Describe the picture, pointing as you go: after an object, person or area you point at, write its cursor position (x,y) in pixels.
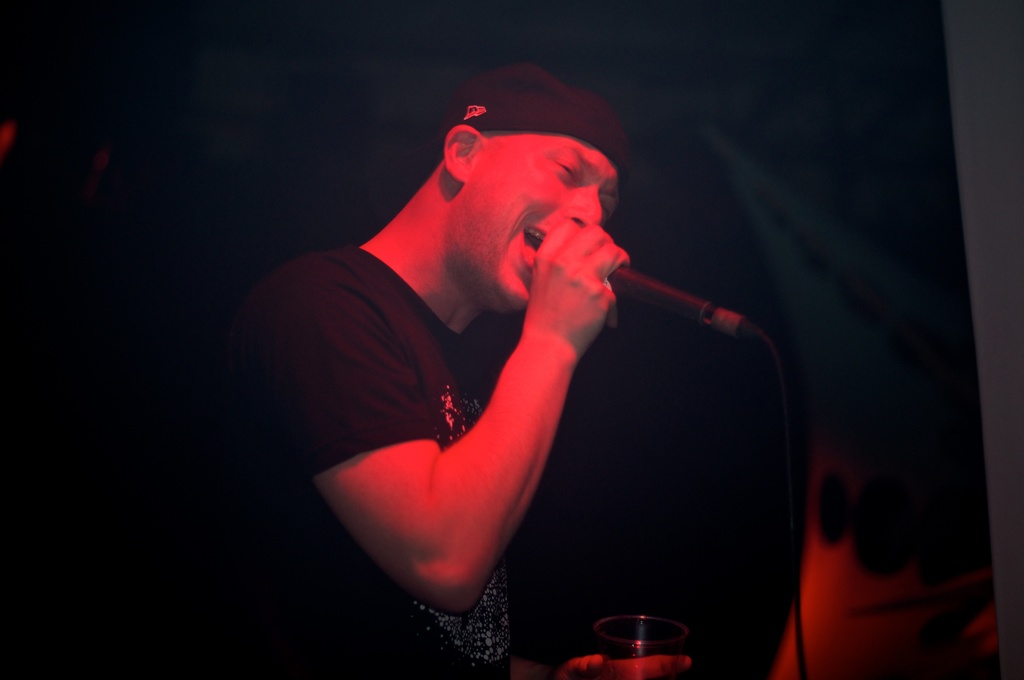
In the given picture, I can see the person (350,391) standing, singing, holding a mike (667,286) after that same person (472,162) holding a wine glass (659,633) behind the person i can see a black color.
